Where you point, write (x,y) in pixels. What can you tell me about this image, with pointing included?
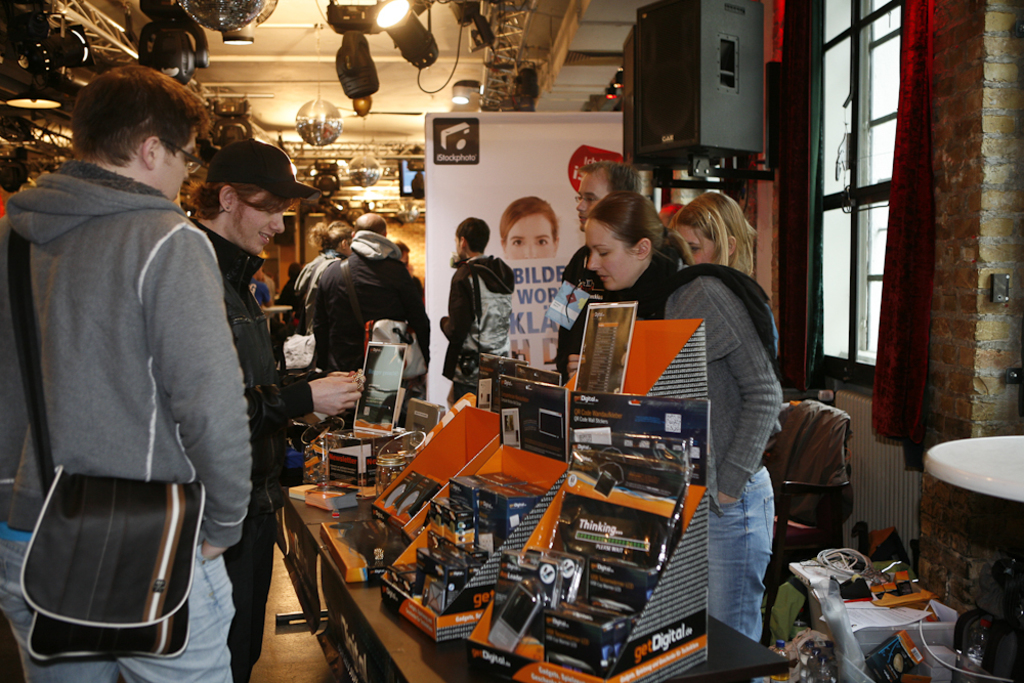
In this image I can see there are group of people (325,402) who are standing on the floor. Here we have few products (567,529) on a table (351,598). On the right side (874,195) we have a window (874,169).
